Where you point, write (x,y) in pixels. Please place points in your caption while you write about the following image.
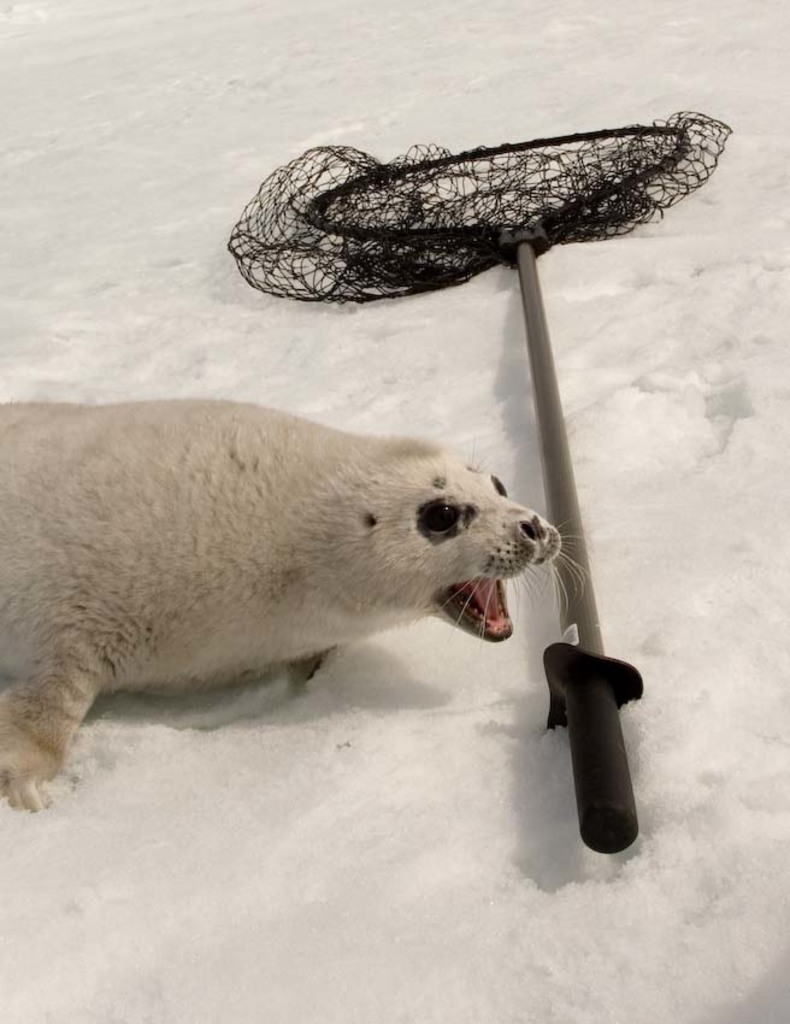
In this image, on the left side (225,441), we can see a animal (329,524) lying on the ice (405,920). In the middle of the image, we can also see a net holder (486,208). In the background (715,55), we can see white color ice (245,298).
